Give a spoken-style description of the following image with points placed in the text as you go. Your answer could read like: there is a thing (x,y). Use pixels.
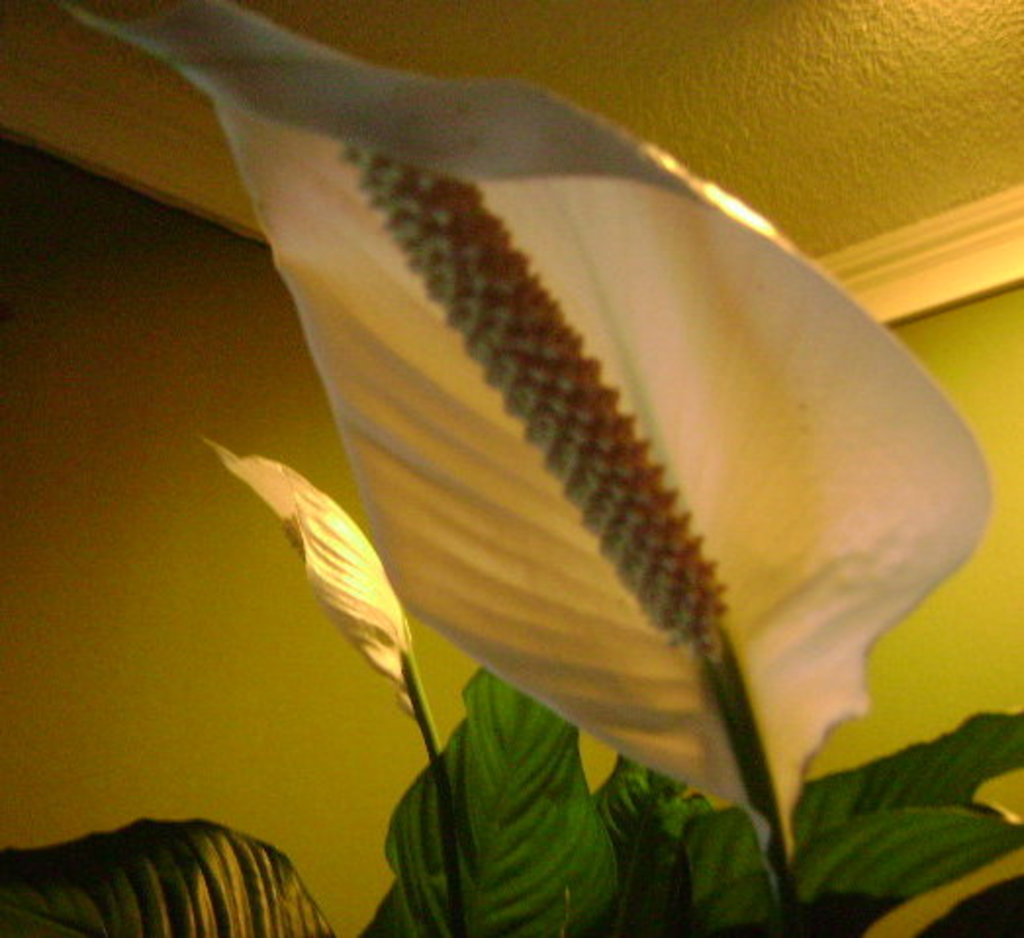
In this image in the middle (526,537) there is a flower (467,489). At the bottom (500,894) there is a plant (500,806). leaves (500,837). In the background (395,739) there is a wall (319,470), roof (785,57) and light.
